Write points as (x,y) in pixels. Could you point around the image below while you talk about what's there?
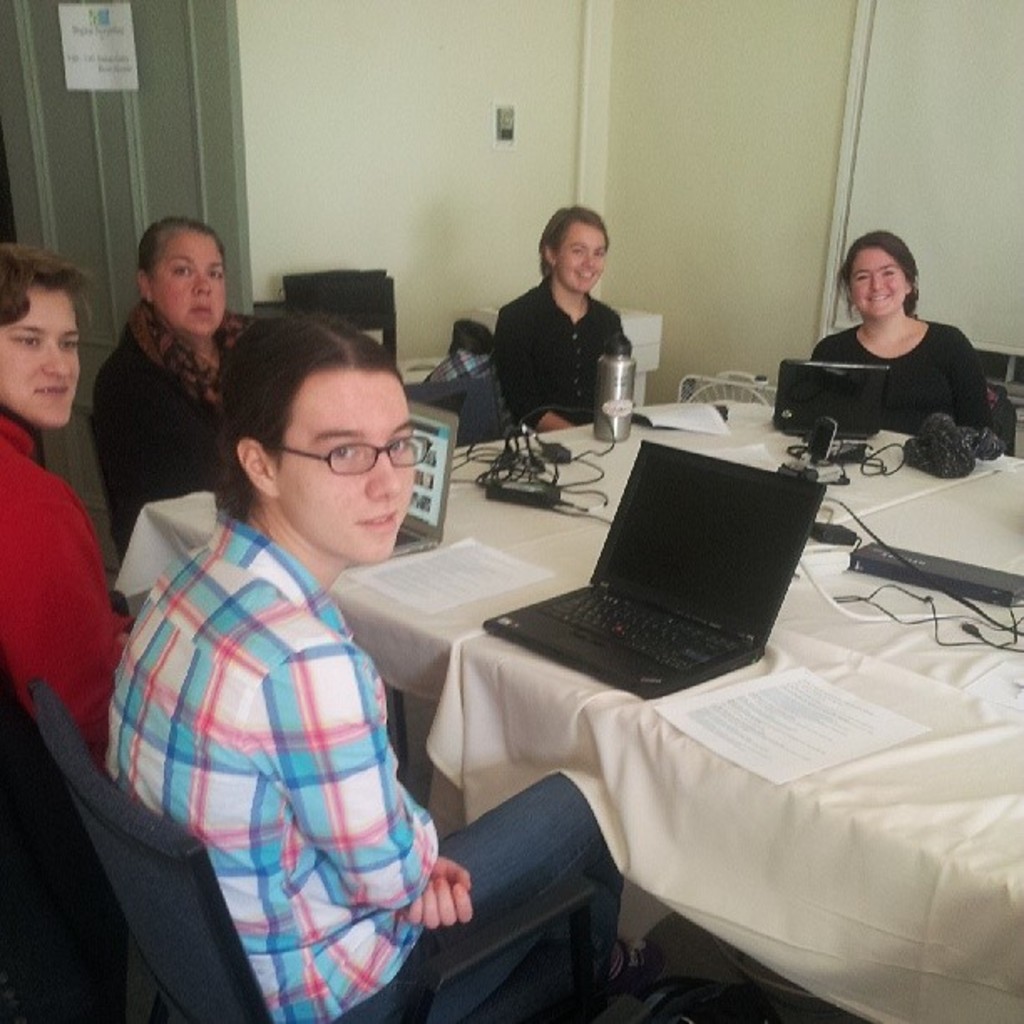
The image is taken in the room. In the center of the image (387,631) there is a table (543,709) and people (255,820) sitting around the table (752,794). There are chairs (176,861). There are laptops (439,501), wires (537,485), bottles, papers (765,707) which are placed on the table (766,788). In the background (765,138) there is a wall (692,112).
